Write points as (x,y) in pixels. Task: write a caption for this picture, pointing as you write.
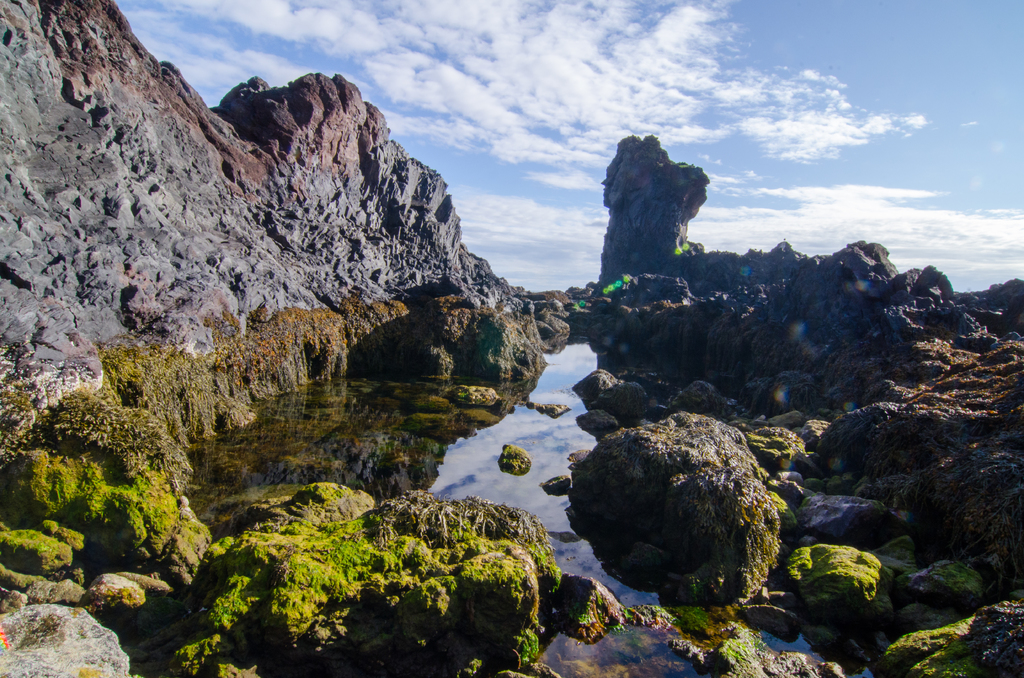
In this image there is water (444,467) and rocks (515,561). In the background (187,234) there are hills (398,168) and sky (635,82).
